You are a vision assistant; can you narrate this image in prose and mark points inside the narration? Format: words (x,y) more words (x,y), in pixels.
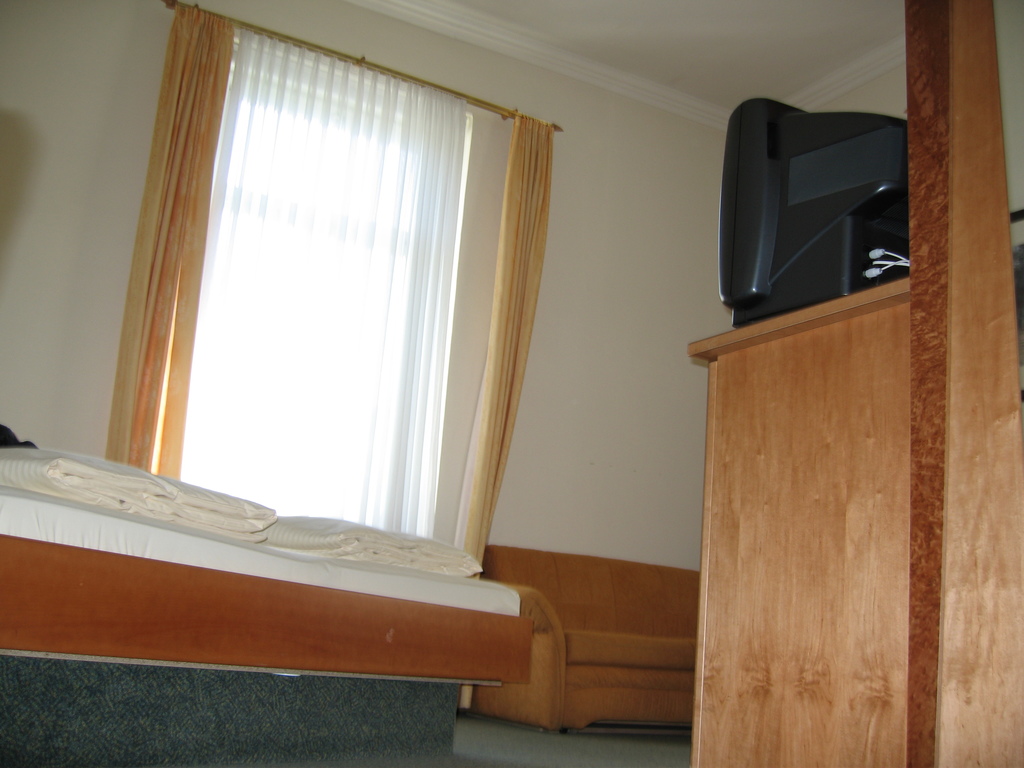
In this picture there is a bed (393,575) with some blankets (385,544) and also some curtains (433,283) and there's a television (797,262) on the right side (779,313).
